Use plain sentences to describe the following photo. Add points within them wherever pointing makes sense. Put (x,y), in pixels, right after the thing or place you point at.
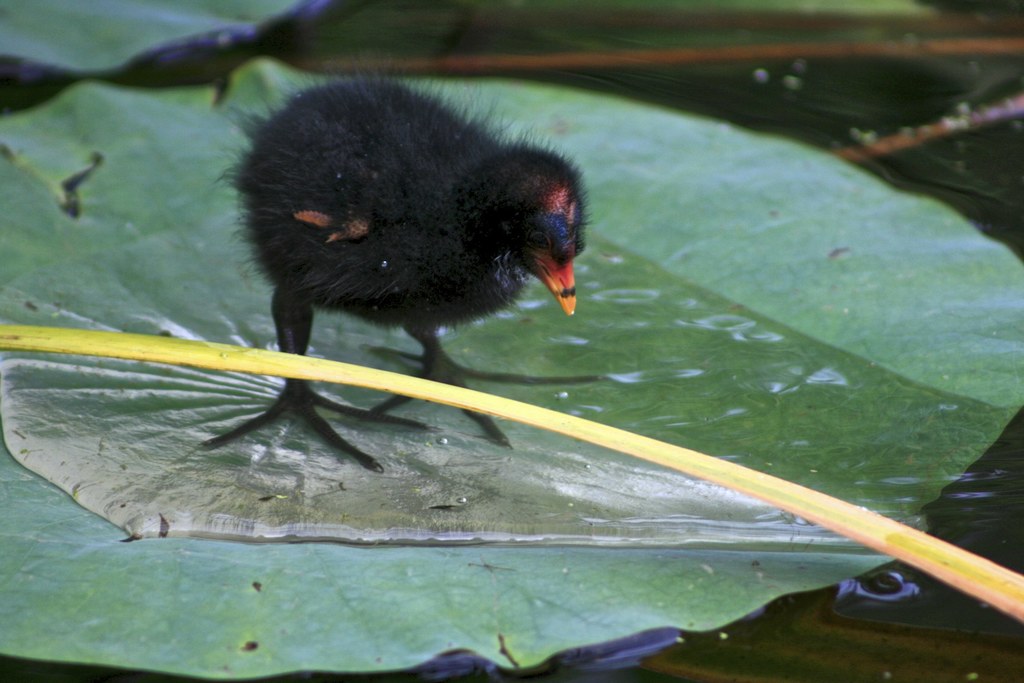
In this image there is a chick (347,239) standing on a leaf (357,356).
